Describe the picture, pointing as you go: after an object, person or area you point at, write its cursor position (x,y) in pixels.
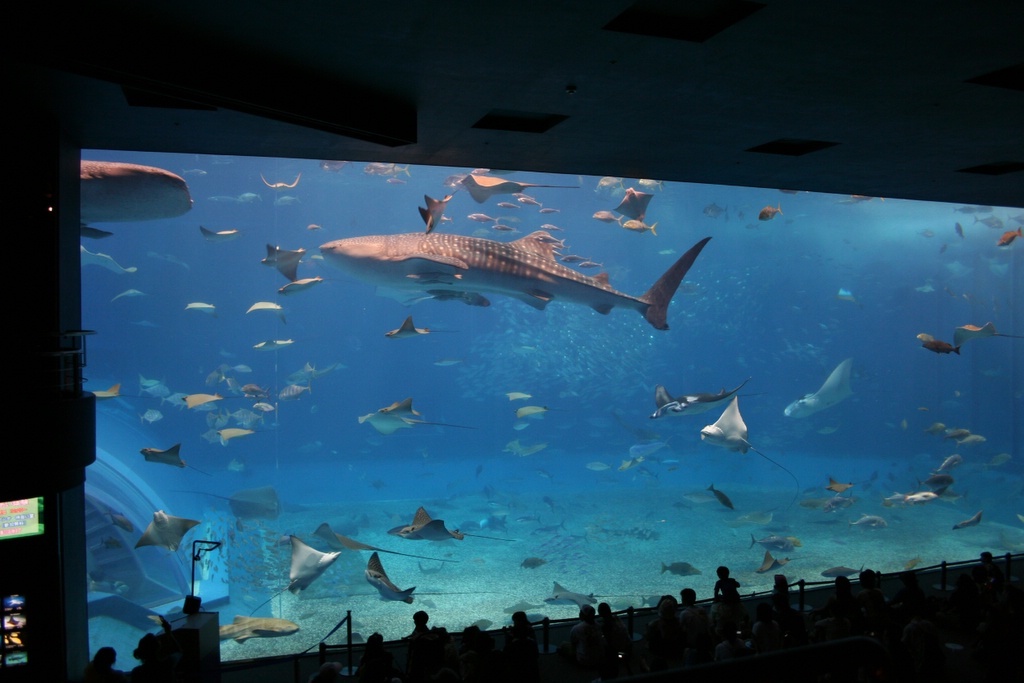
In this image I can see a huge aquarium (542,366) and in the aquarium (536,366) I can see the water (734,353) and number of aquatic animals (441,264). To the bottom of the image (723,635) I can see few persons (463,659) and to the top of the image (772,89) I can see the ceiling (711,81).
